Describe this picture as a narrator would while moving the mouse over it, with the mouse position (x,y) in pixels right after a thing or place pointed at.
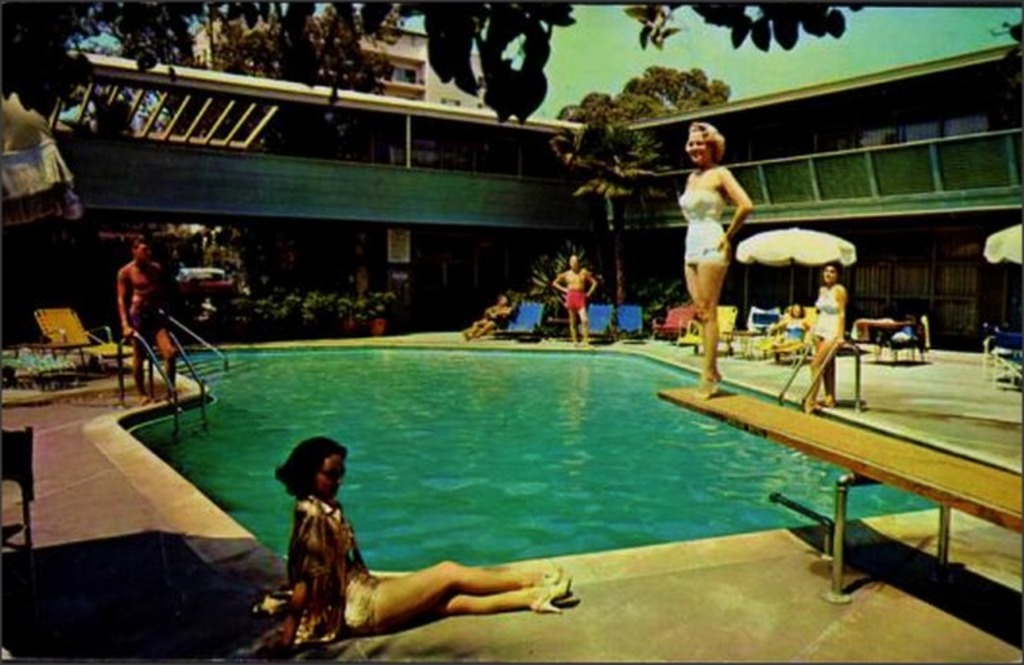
In this image we can see this person (324,592) is sitting on the ground (727,358), this person (713,349) is standing on the wooden plank (796,431) and these people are standing on the ground (885,349). Here we can see chairs (31,480), swimming pool (571,436), trees (601,196), flower pots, buildings (305,258), umbrellas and sky (580,78) in the background (708,101).
